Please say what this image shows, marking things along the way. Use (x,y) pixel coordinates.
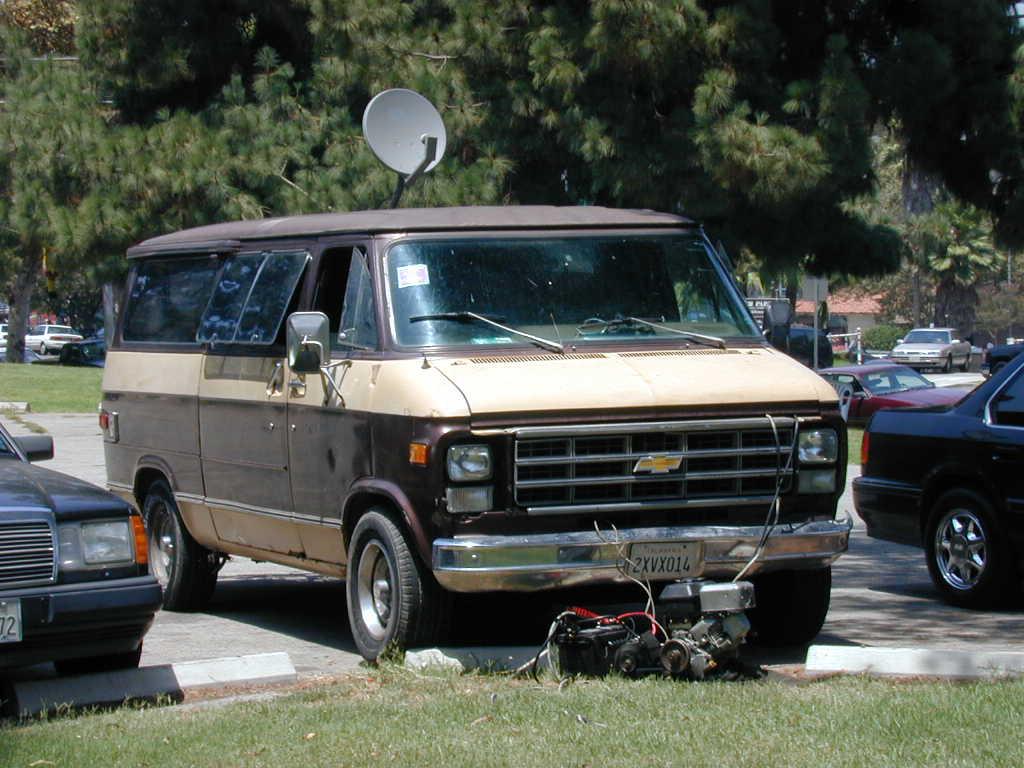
This is an outside view. In this image I can see many vehicles (415,365) on the road (900,613). Here I can see an antenna (406,151) at the top of a vehicle (400,228). At the bottom (497,716), I can see the grass (472,721). In the background (618,155) there are many trees (718,106).
